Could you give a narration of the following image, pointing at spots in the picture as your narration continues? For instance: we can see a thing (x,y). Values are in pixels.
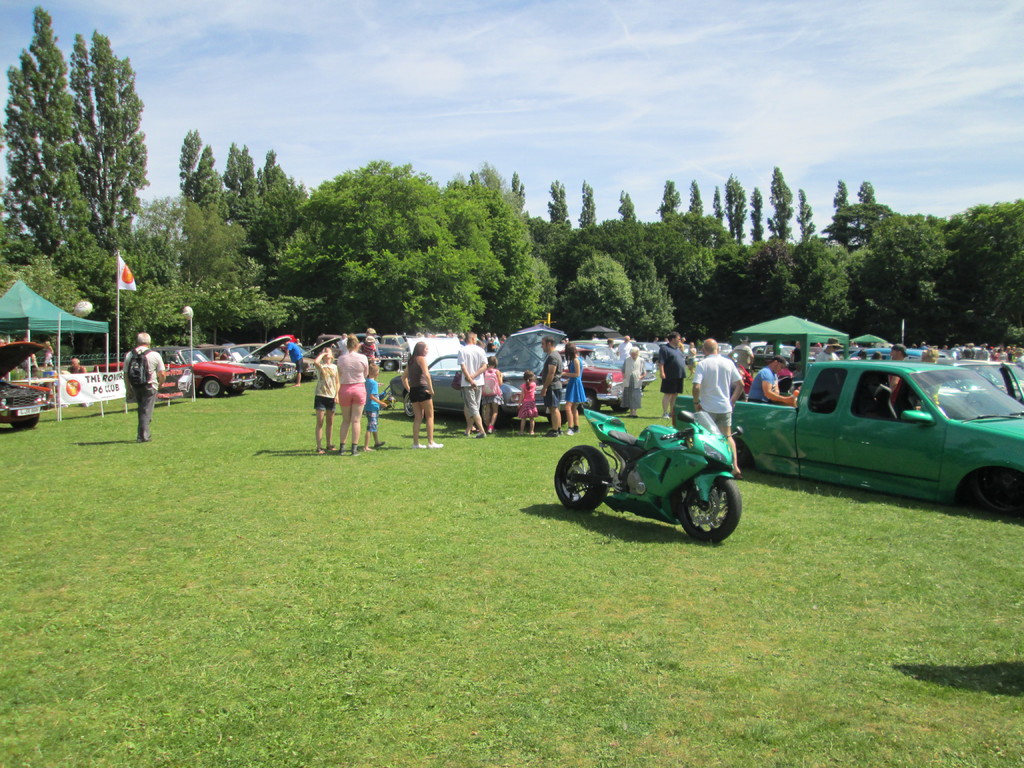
These are the cars (620,387) and a motorbike (683,485), which are parked. There are groups of people (662,381) standing. I can see the canopy tents (52,314). This is a flag (128,280) hanging to the pole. I can see a banner (111,390). These are the trees (568,258). Here is the grass (266,524).
